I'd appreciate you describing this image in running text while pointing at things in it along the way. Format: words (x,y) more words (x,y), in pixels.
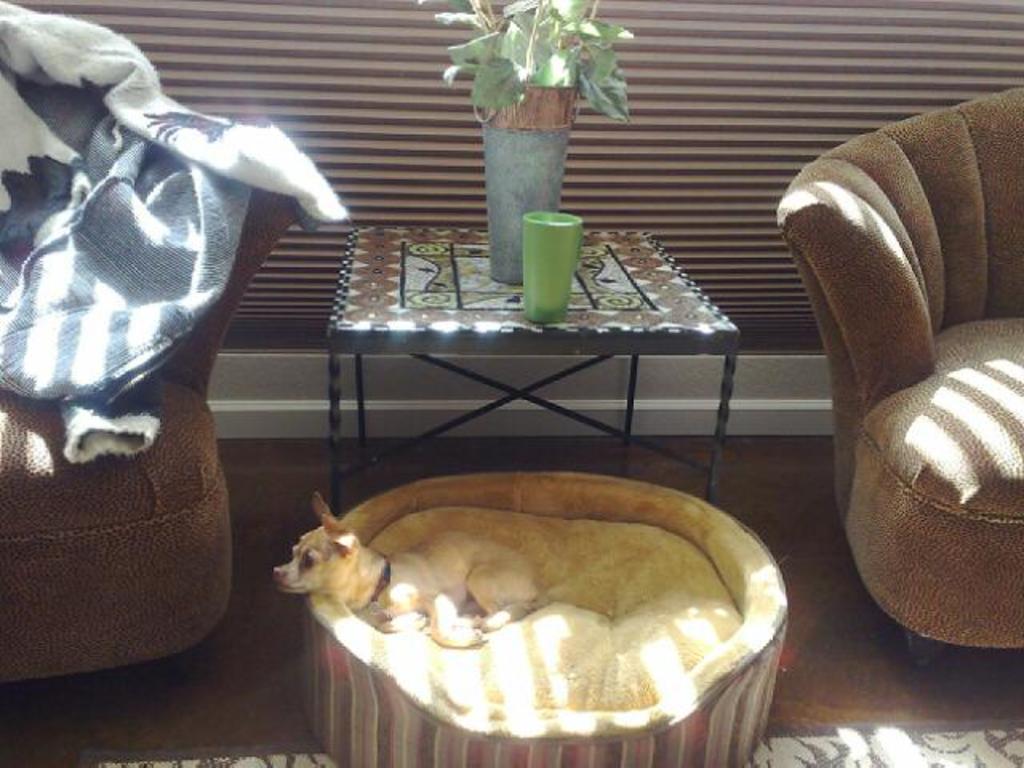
There are two sofas (886,347) in the room (923,457). There is a dog (385,567) which is lying on its bed (624,625). There is a table (423,317) on which a flower pot (545,22) and a glass (562,248) was placed. In the background (414,115) there is a wall (720,118).
